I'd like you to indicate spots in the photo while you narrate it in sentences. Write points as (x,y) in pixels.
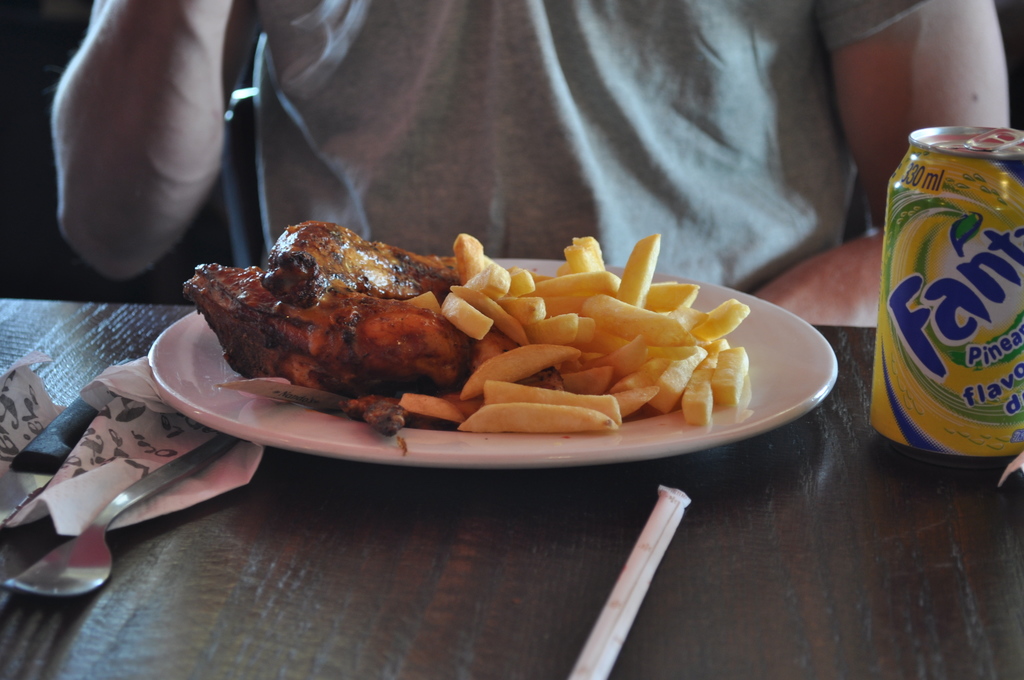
In this picture I can see food items (254,370) on the plate (342,436), there is a spoon (145,494), knife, tin (998,348) and some other objects (103,401), on the table (85,324), and in the background (480,57) there is a person (628,117).
